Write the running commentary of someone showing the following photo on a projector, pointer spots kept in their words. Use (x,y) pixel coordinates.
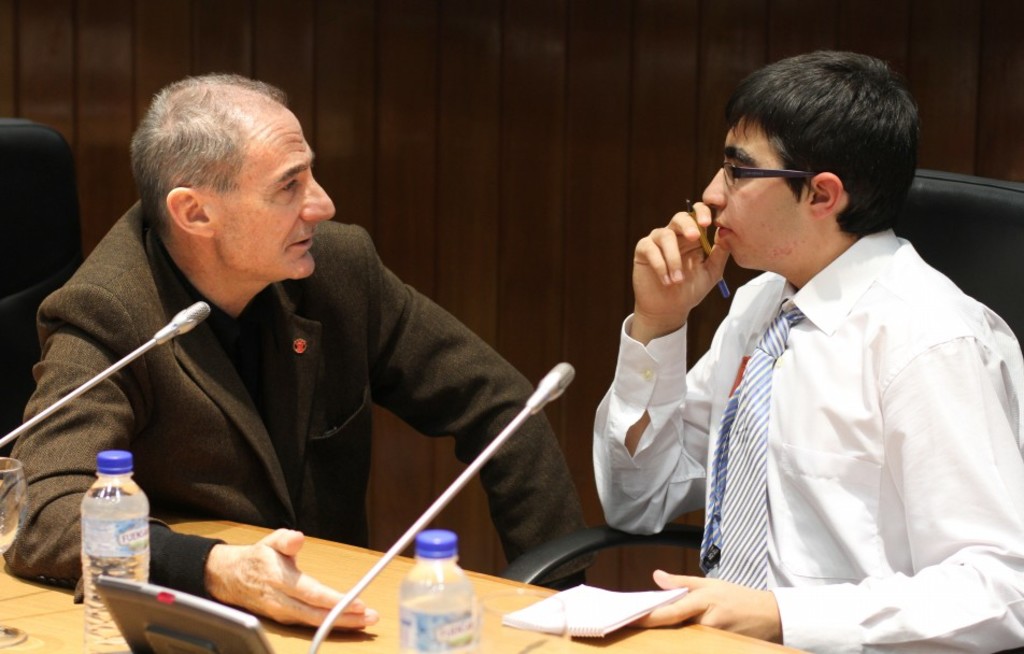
In this image there are two persons (377,295) sitting on chairs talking with each other, in front of the persons (450,327) there is a table (342,583), on top of the table (373,591) there are two Water bottles (412,602) and notepad (532,626), a glass (21,521) and two mics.
